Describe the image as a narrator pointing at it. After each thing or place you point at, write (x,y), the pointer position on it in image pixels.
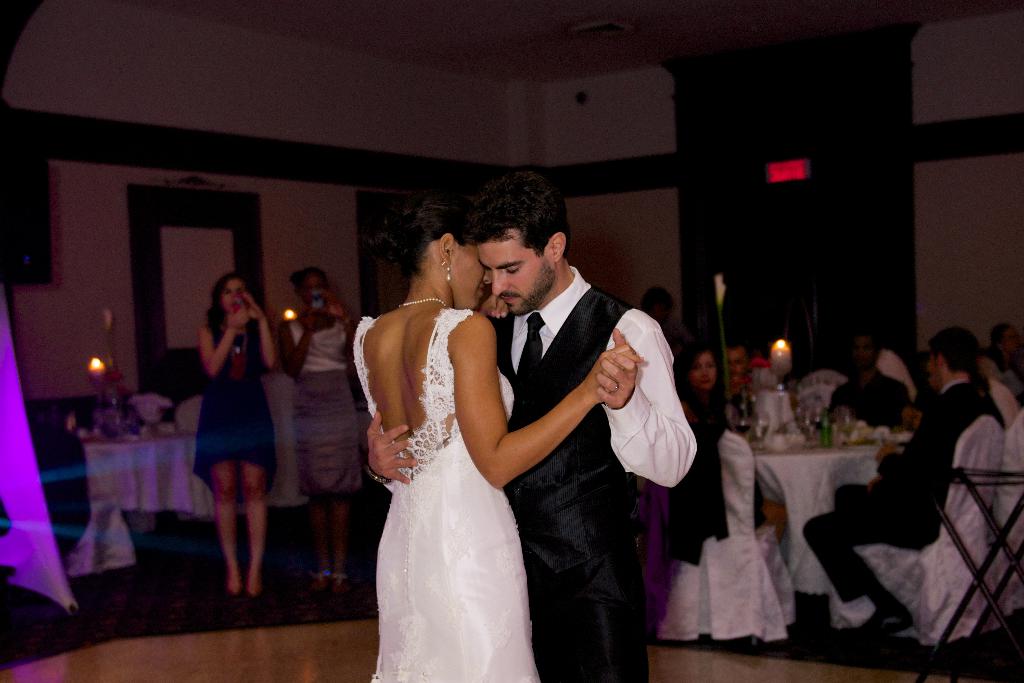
This is an inside view. Here I can see a woman (493,443) and a man (537,382) are holding each other and dancing. On the right side (842,391) few people (949,458) are sitting on the chairs (999,487) around the table (826,476) on which few objects (815,431) are placed. On the left side (150,459) there is another table (115,463) which is covered with a cloth (121,470) and I can see few objects (125,410) on it. Two women (252,411) are standing and capturing the pictures of these people (505,387). In the background (139,199) there are few frames (202,196) attached to the wall (173,122).
